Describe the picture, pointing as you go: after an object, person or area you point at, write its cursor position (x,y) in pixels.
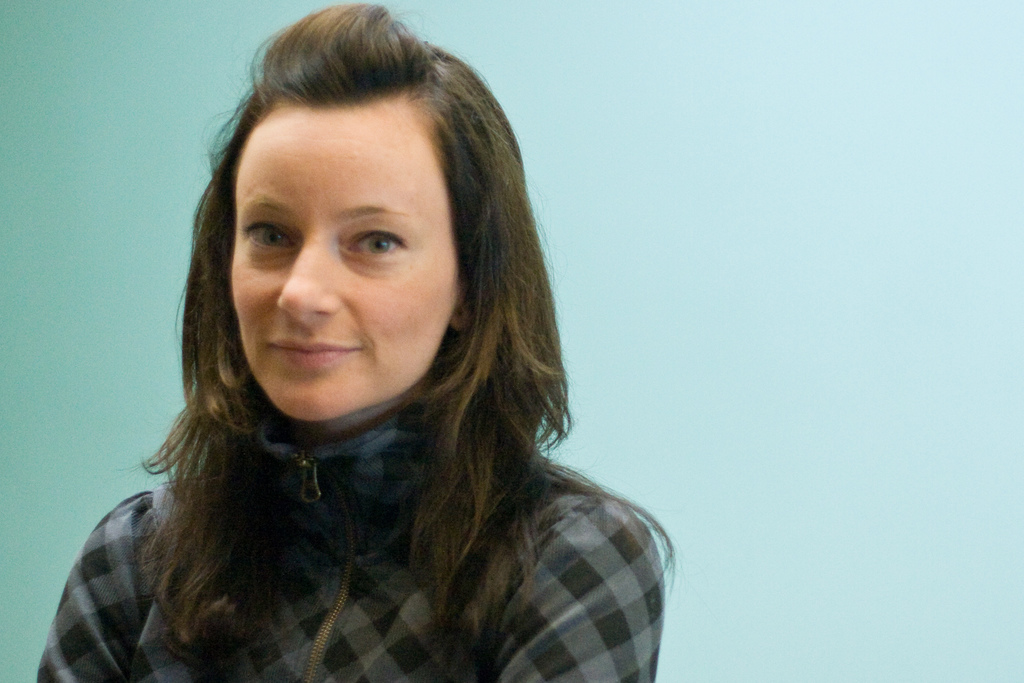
In this image I can see a woman (352,357) in the front (287,390) and I can also see she is wearing black and grey colour dress (387,536).
